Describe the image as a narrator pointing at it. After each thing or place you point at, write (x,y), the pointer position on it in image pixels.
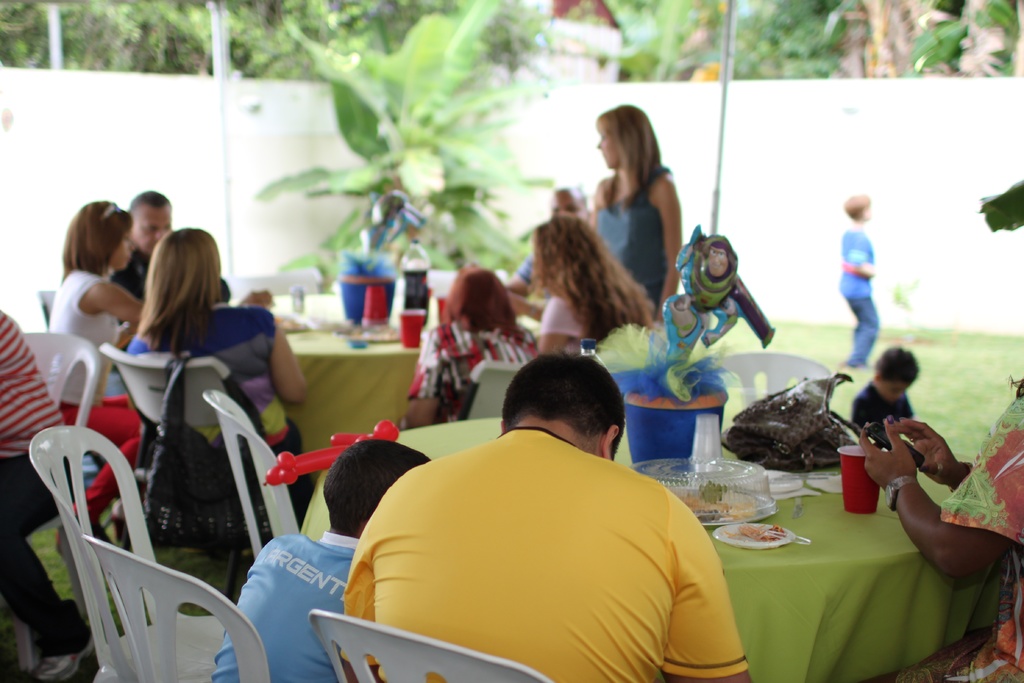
This picture is clicked outside the building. In the middle of the picture (571,454), we can see a man (470,585) sitting on the white chair (396,632) wearing yellow t-shirt (560,567). Beside him, we can see the boy (282,564) wearing blue t-shirt (307,621) is sitting on the chair (206,621) and in front of them, we can see the table (828,555) which is covered with green cloth (770,587). On top of the table (764,605), we can find handbag (770,451), plate (793,483), glass (871,448) and a pot (649,430). To the left of the picture (101,258), we can see four people (38,418) sitting on the chair (221,382) and in the middle of the picture (456,409), on back side we see four people (676,249), one standing and the three sitting on the chair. Behind them, we can see trees (381,113) and behind that tree (450,191), we can see a wall (151,145).
